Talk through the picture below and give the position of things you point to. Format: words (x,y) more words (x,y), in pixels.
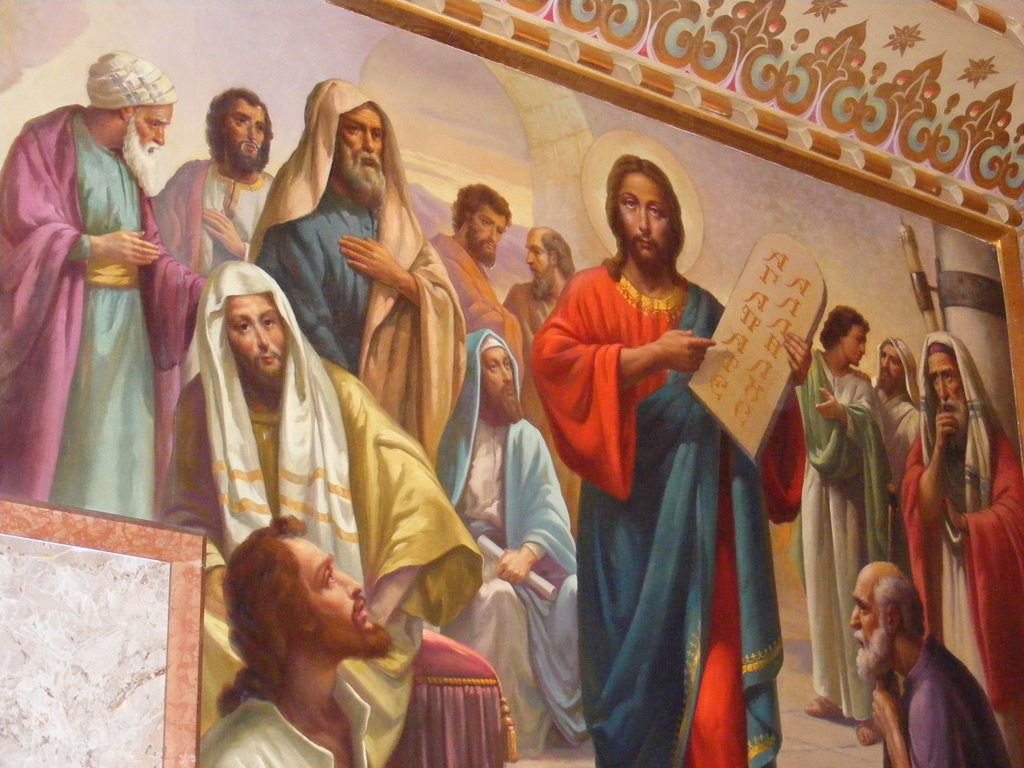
In this image there is a wall (359,320) on which there is a painting (591,473). In the painting (603,496) we can see that there is a person (713,560) in the middle (675,474) who is holding the tablet (756,356). Beside him there are few other persons (266,397) who are wearing the robes (403,433) and gowns (309,514) are standing beside him. At the top (781,74) there is a wall (725,72) on which there is some design (783,84).
